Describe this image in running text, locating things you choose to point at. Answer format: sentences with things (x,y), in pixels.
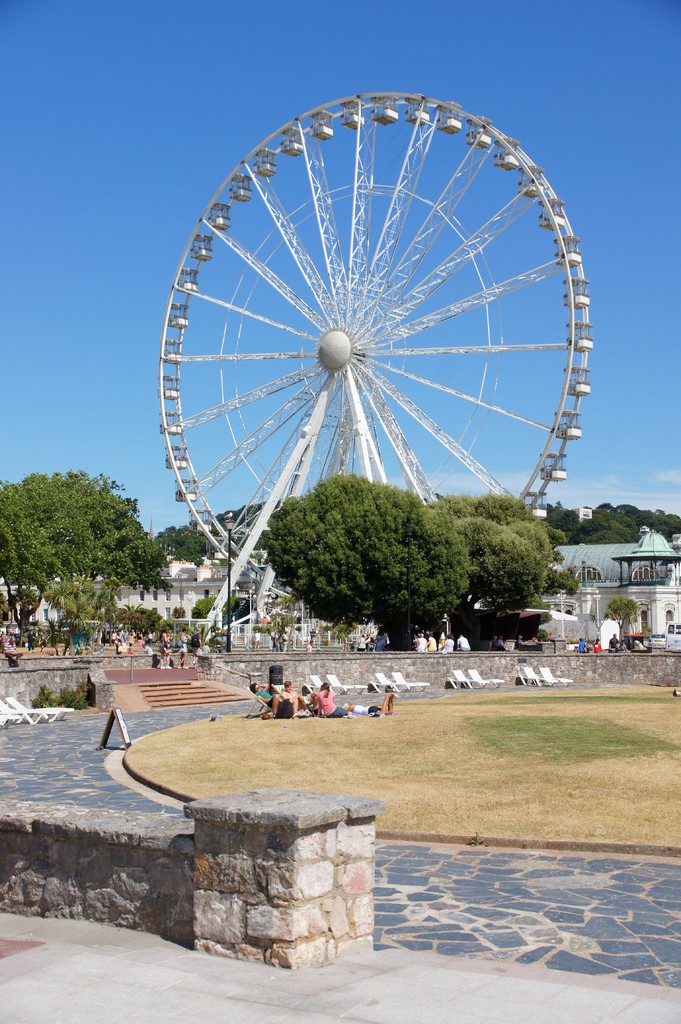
At the bottom of the image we can see wall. In the middle of the image (426,524) we can see some trees (39,487), poles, benches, plants (216,629) and few people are sitting and standing. At the top of the image (400,95) we can see a giant wheel (351,434). Behind the giant wheel (361,433) we can see the sky (85,25).
